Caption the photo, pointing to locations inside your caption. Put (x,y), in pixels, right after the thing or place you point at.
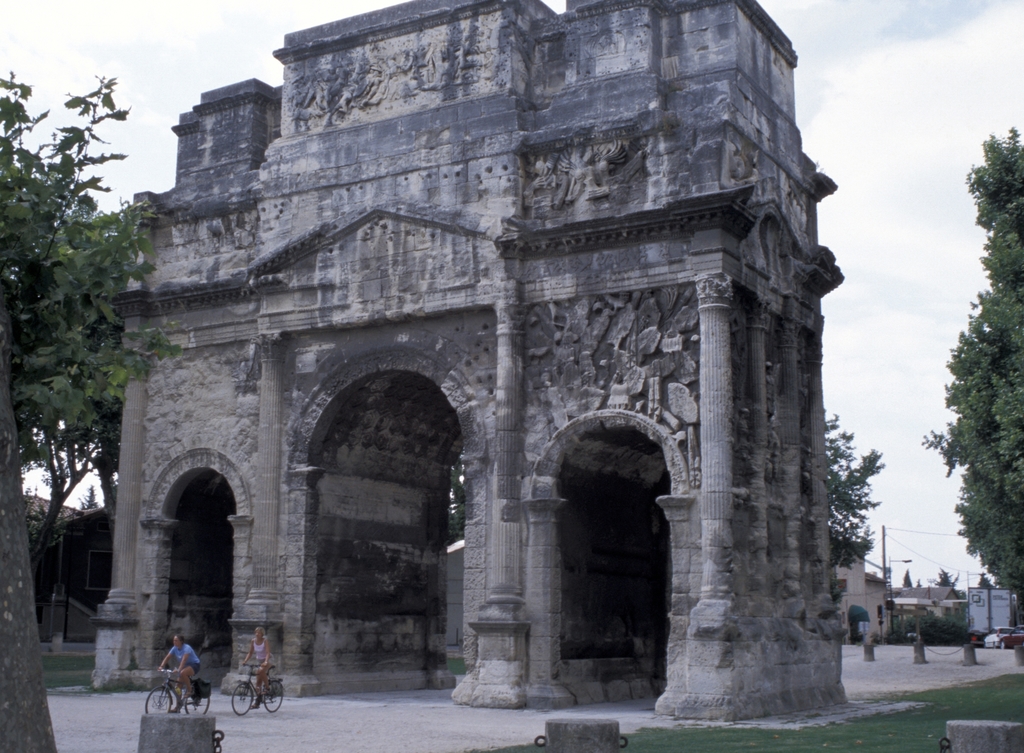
In the picture I can see buildings (612,559), people (261,667) sitting on bicycles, trees (1012,523), the grass (907,719) and some other objects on the ground (933,714). In the background (884,269) I can see street light (891,560), poles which has wires (888,531) and the sky (874,196).
